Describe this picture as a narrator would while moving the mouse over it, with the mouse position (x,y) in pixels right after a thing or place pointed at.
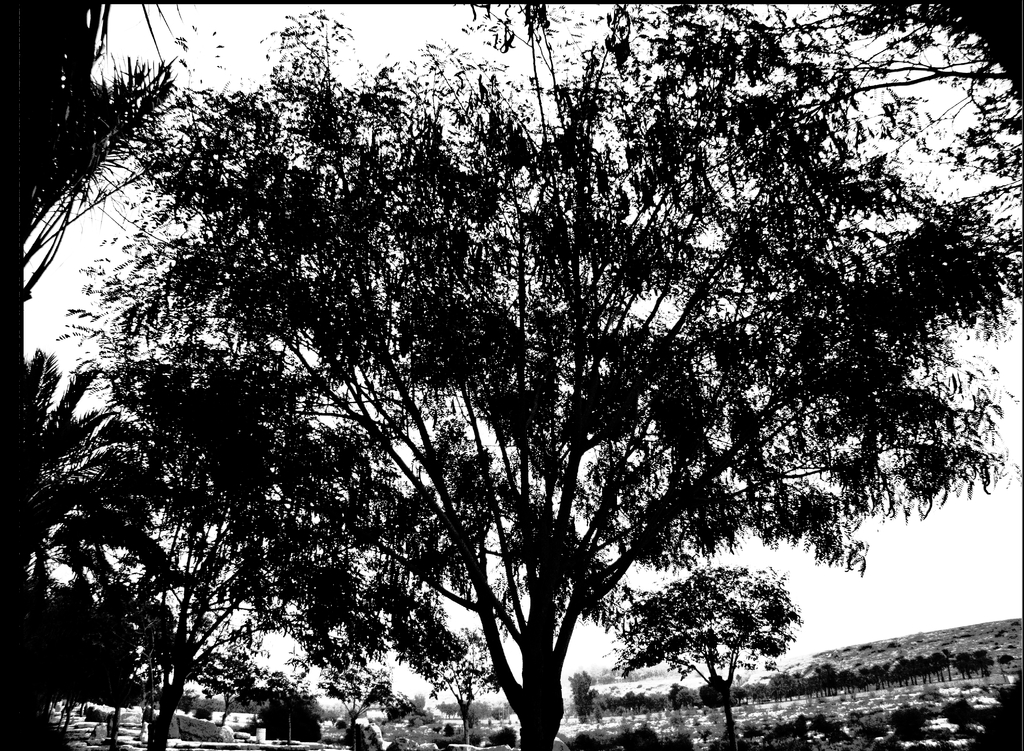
This is black and white picture, in this picture we can see trees (677,407). In the background of the image (818,646) we can see the sky (969,402).
